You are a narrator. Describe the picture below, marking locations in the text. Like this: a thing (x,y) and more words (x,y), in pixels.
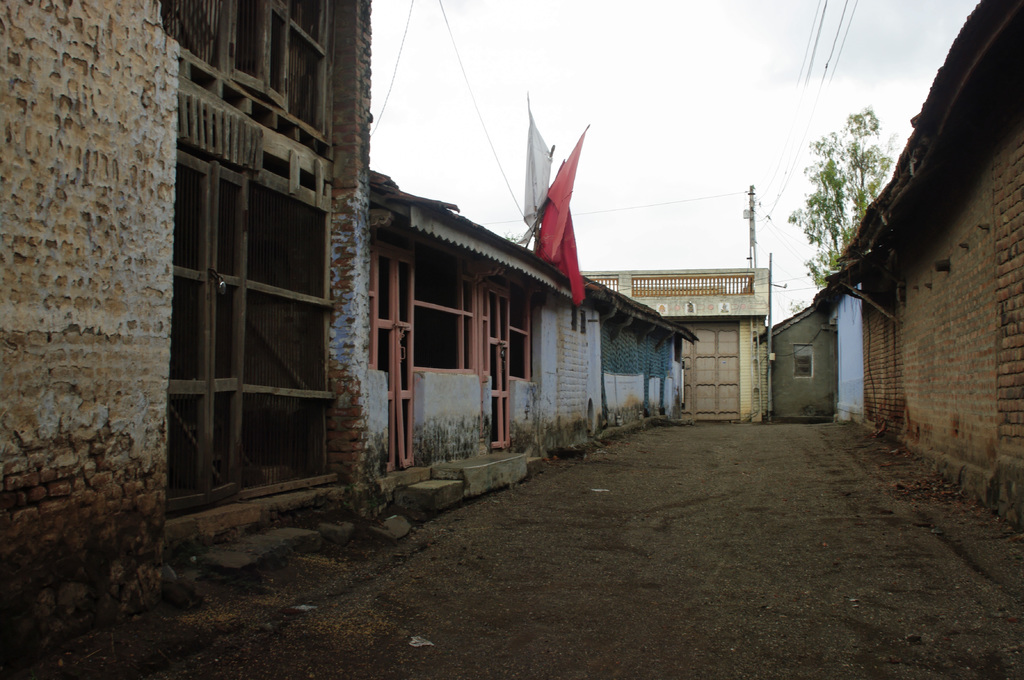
On the right side (783,580), there is a road (779,483). Beside this road (802,577), there are buildings (859,386), which are having roofs (913,199). On the left side (56,589), there are buildings (340,313) which are having windows (290,10) and roofs (467,225) and there are two banners (584,140) on the building (534,253). In the background (779,362), there is a building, there are trees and there are clouds (732,84) in the sky (514,6).
